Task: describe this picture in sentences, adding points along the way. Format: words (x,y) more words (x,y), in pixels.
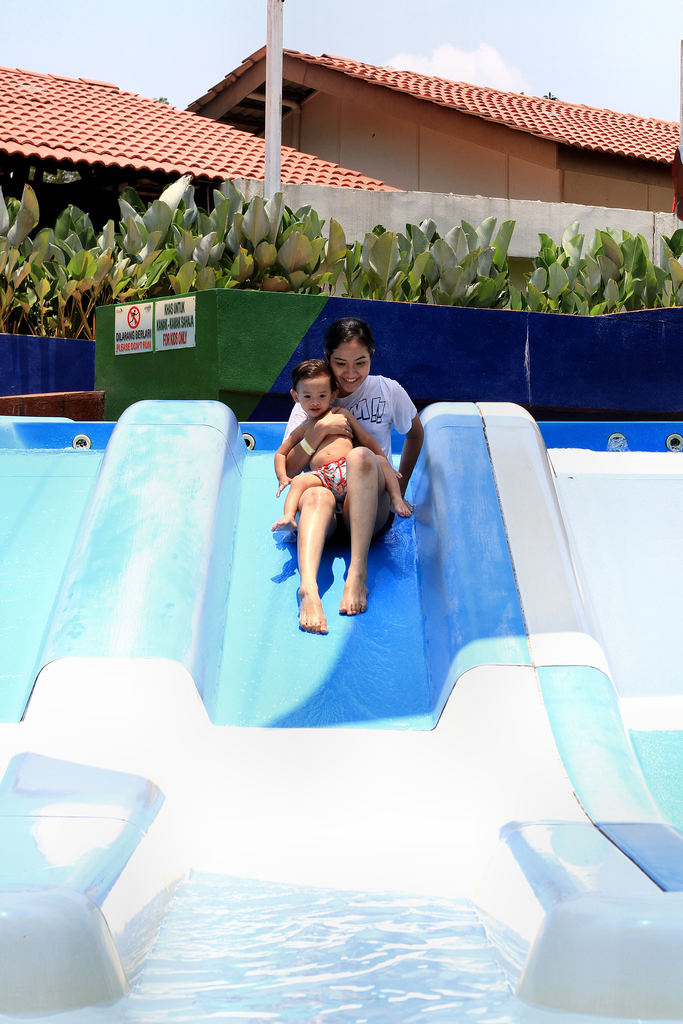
In the front of the image (233,538) there is water (407,979), mini water slides (266,584), a woman (356,602) and a boy (327,391). Woman (352,364) is holding a boy (331,395) and sliding the mini water slide (271,632). In the background of the image (101,249) there are shelters (107,104), a pole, posters (168,324), plants (251,217) and the sky (399,36). Something is written on the posters (161,331).
